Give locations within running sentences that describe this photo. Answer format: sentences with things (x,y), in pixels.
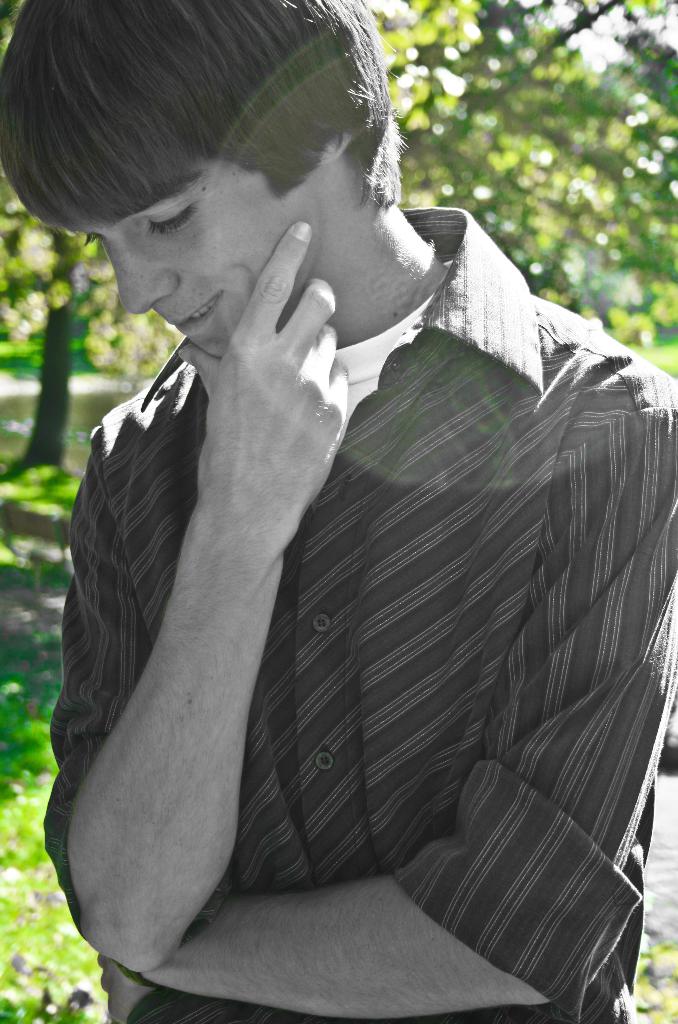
This person (344,431) is looking downwards. Background (547,6) it is blur. We can see trees (499,34) and grass (17,655).
